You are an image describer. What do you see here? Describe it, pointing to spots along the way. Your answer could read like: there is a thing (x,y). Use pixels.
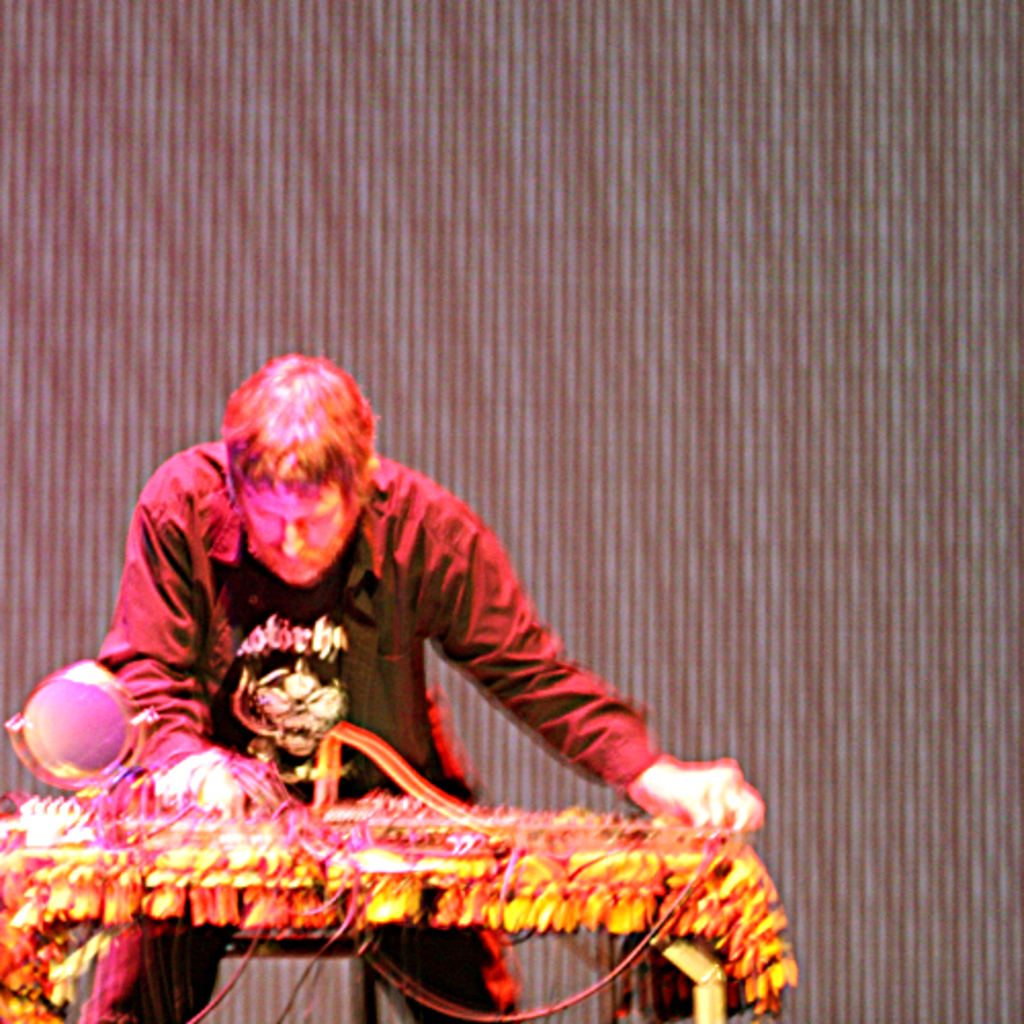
In this image we can see one person (454,546), we can see a table (711,967) and a few objects (152,813) on it, behind we can see the curtain (750,504).
